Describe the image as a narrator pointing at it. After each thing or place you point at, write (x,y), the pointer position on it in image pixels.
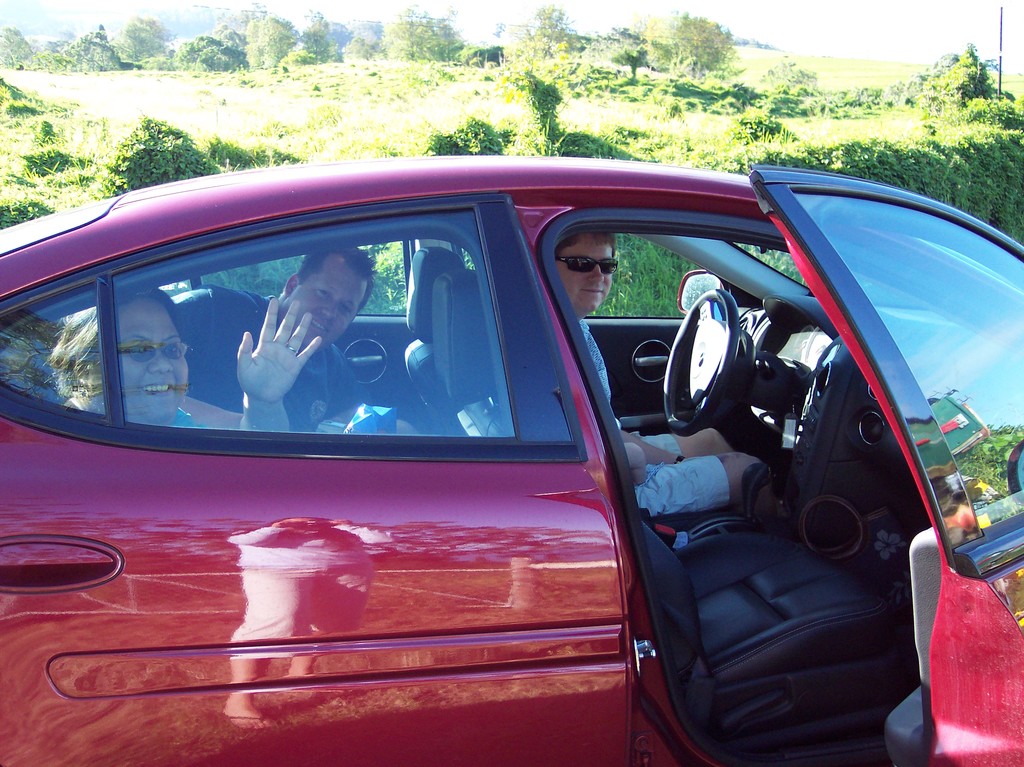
In this image there is a car (456,580). There are people (292,331) sitting inside the car (383,320). The car door (888,413) is open. Behind the car (953,501) there are trees (260,29) and plants (532,131) on the ground (385,135).
